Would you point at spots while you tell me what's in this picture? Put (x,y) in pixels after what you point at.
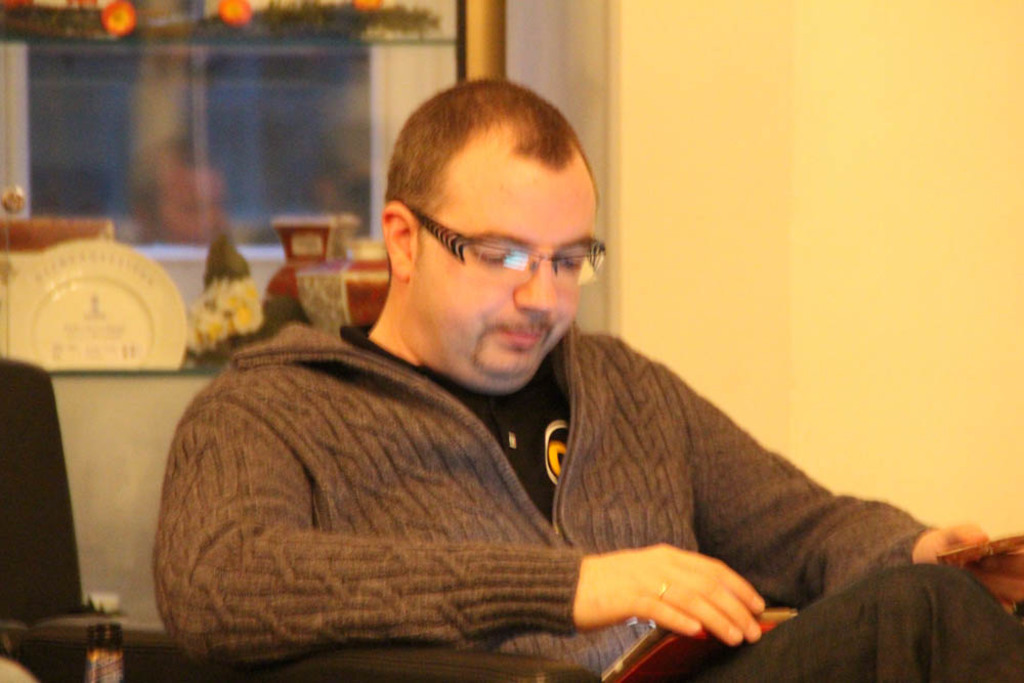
In this image we can see a person (490,438) sitting in a chair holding a book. We can also see a window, wall (760,243) and a table (120,377) containing a plate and a flower pot (246,312).
